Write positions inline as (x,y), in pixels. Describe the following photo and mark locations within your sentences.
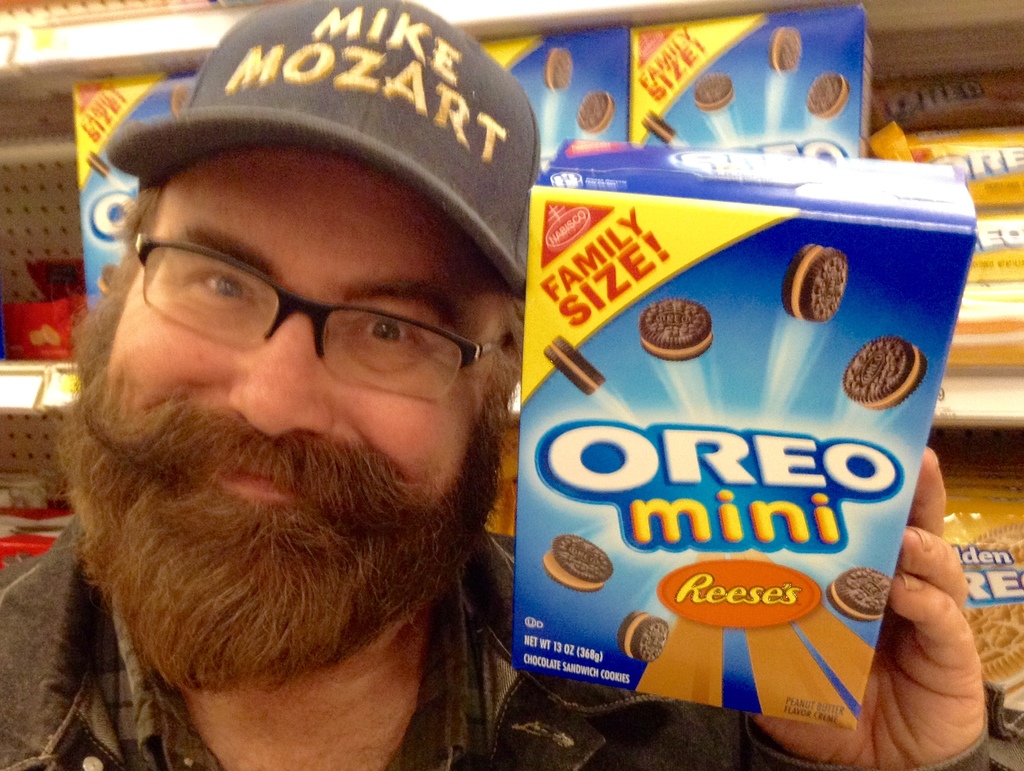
In this image we can see a person (398,328) wearing spectacles (404,357), cap (345,76) and jacket (731,734) is smiling and holding a blue color box (828,538) in his hands (941,648). In the background (1023,287), we can see a few more boxes (765,79) and packets (964,329) are kept on the shelves (31,28).
